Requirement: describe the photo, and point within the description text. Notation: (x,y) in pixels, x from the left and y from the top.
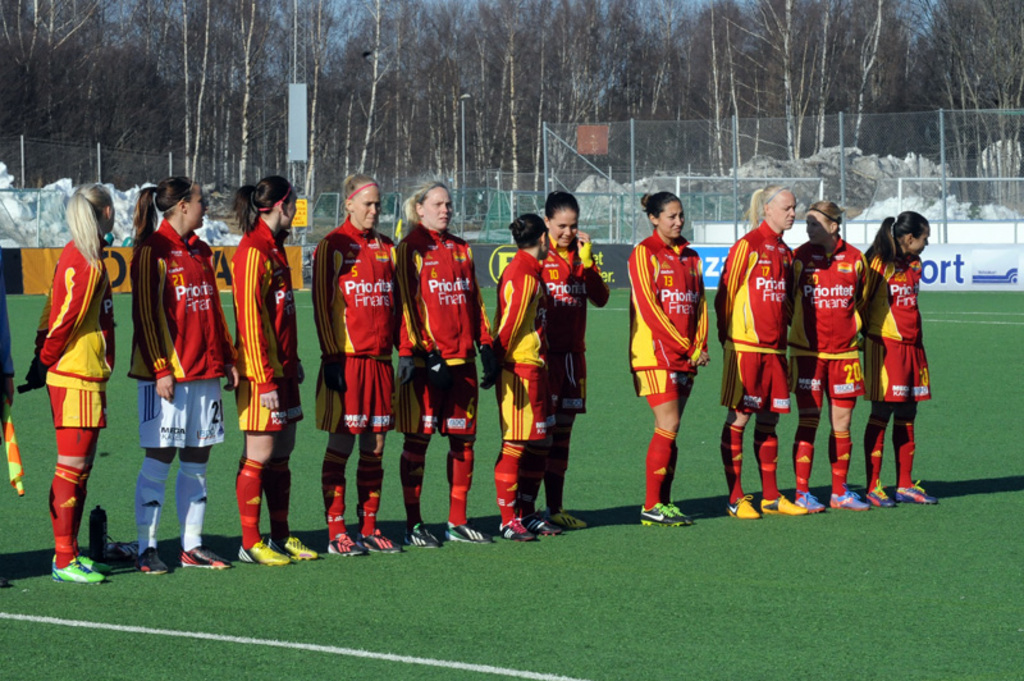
In this image we can see people (435,332) standing on the ground (518,549) and behind them, we can also see trees (56,73), fences (993,129) and sky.
